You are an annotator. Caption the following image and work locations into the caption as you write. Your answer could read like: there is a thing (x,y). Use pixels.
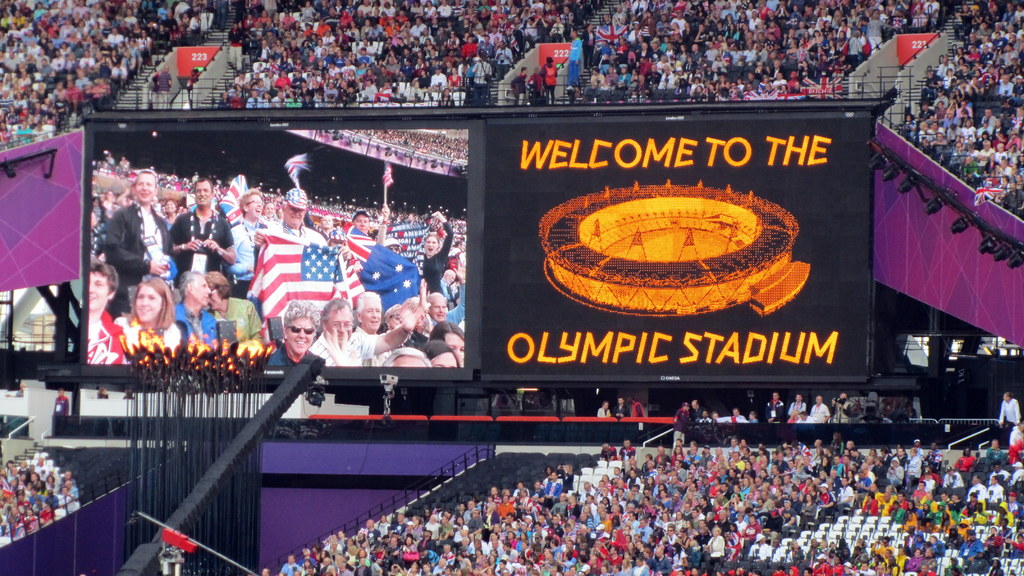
Bottom right side of the image (912,571) few people (983,556) are sitting and standing. In the middle of the image (664,379) there is a screen (205,133). Top of the image (1005,4) few people (957,103) are standing and sitting. Bottom left side of the image (47,510) few people (63,492) are standing and sitting and there is a fencing (240,436). In the image we can see a stadium (696,73).
